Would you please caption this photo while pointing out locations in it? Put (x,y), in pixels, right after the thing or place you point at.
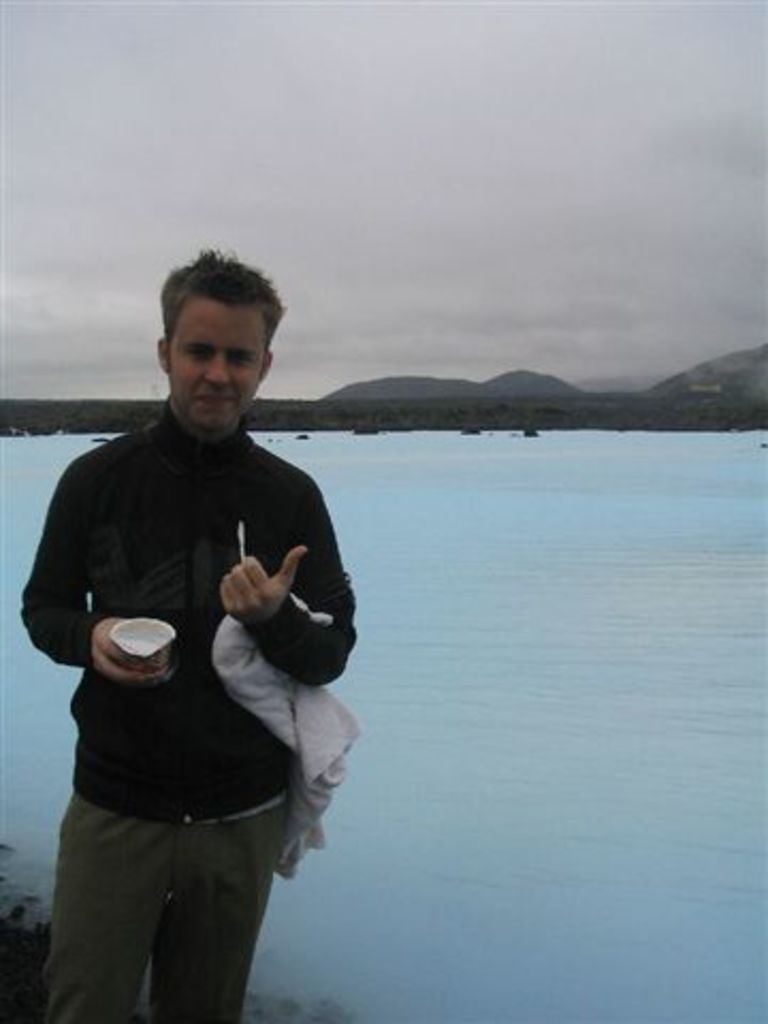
In the foreground (261,882) I can see a person (265,899) is standing on the beach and holding a cup (119,632) in hand (132,669). In the background (286,432) I can see water (718,498), trees (405,407) and mountains (509,394). At the top (413,257) I can see the sky (413,257). This image is taken may be near the lake (261,961).
